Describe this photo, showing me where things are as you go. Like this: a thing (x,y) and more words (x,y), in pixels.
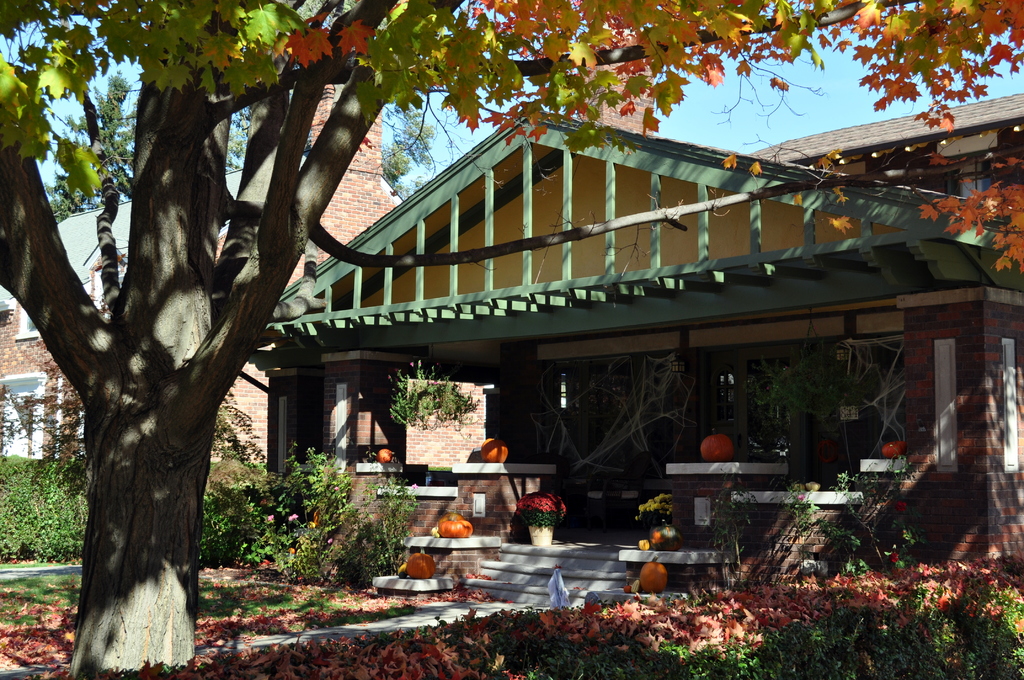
In this picture we can see two houses (580,314). In-front of the one house (680,265) there are pumpkins (724,459), steps (570,557), plants (541,494), grass (250,588), dried leaves (623,628) and tree (188,338). In the background (771,140) there is a sky (764,105).
